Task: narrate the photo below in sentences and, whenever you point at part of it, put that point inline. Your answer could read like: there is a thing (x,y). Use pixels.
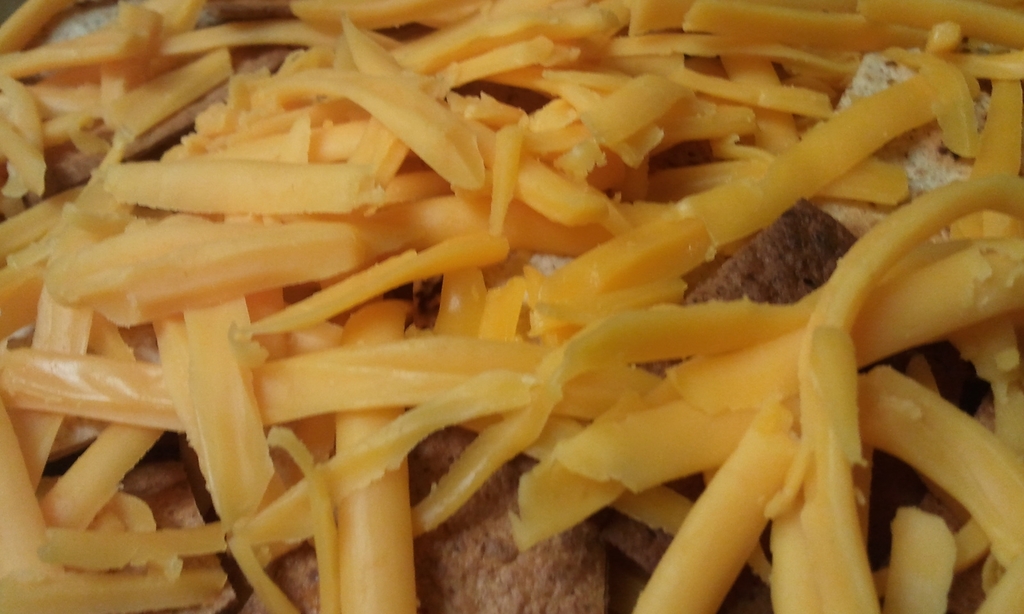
In this image we can see some food items (456,223).
